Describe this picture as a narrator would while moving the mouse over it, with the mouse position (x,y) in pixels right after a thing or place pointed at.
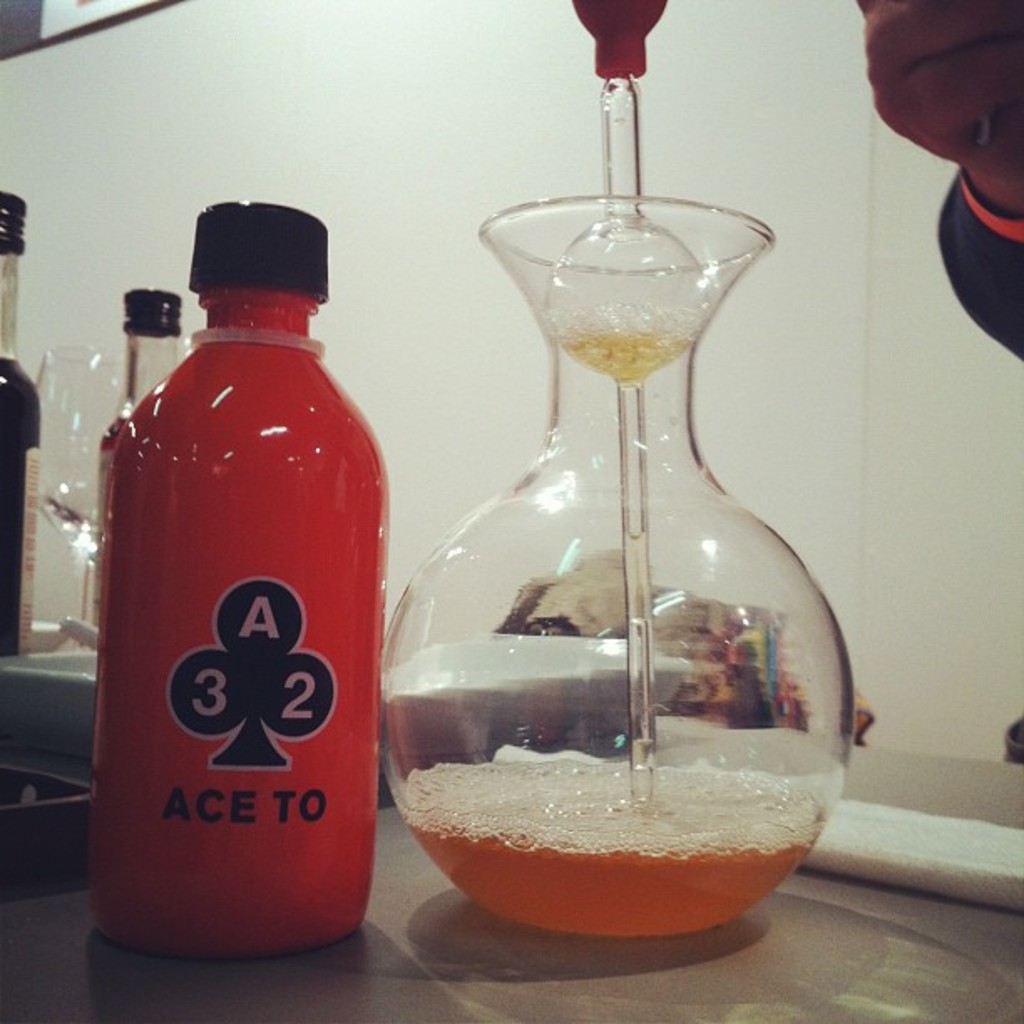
In this image there is a bottle (298,357) and glass (665,572) on top of the table (391,916).
